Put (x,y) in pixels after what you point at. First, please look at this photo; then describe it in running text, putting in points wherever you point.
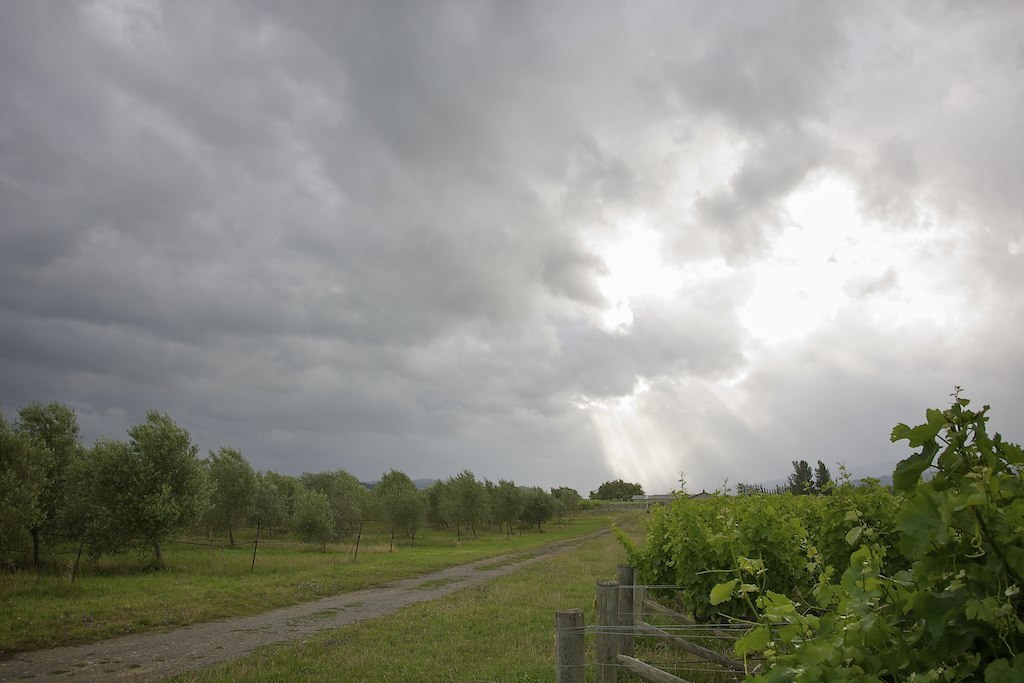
These are the left side of an image (334,467), at the top (489,176) it's a cloudy sky (808,335).
